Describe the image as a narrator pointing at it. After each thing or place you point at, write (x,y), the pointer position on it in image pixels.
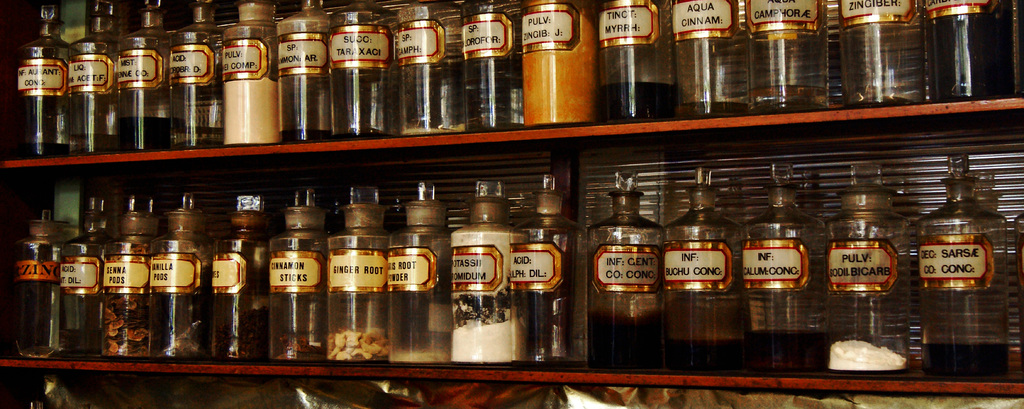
there are many glass jars (256,88) one above the other in two shelves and there are food items (341,334) present in the jars (693,342).
